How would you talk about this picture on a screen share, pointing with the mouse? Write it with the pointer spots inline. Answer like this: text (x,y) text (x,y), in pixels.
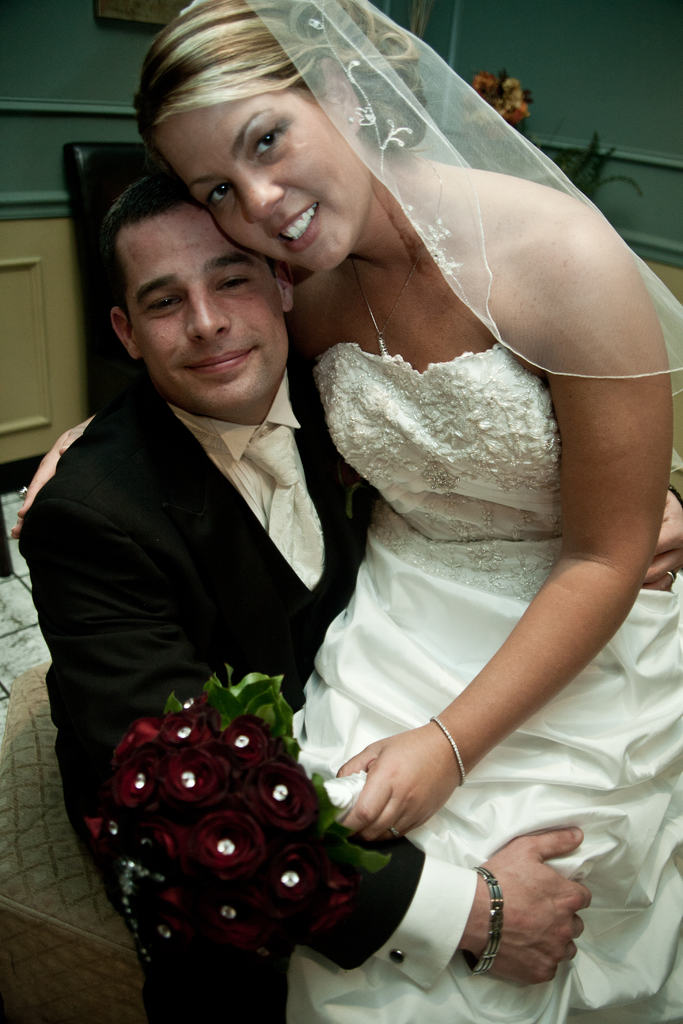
The girl (370,242) in white dress (430,598) is sitting on the laps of the man (465,934). She is holding a flower bouquet (236,810) in her hands (371,796). The man (259,555) in white shirt (249,485) and black blazer (139,611) is sitting on the chair (55,933). Both of them are smiling. Behind them, we see cupboards (38,355) and a wall (114,72) in green color. We even see a flower vase (599,173).
